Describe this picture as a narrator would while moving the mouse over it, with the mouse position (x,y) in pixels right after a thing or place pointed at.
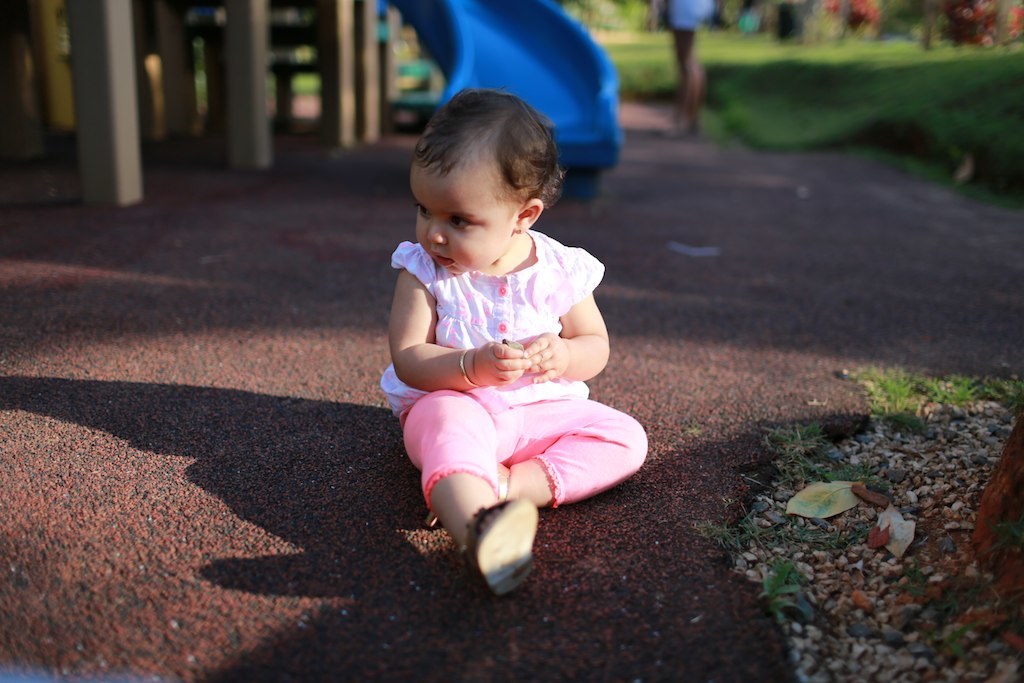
In this image I can see a child (467,375) is sitting on the ground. In the background (554,109) I can see a blue color slider (551,98). Here I can see the grass (894,113). The background of the image (929,142) is blurred.
